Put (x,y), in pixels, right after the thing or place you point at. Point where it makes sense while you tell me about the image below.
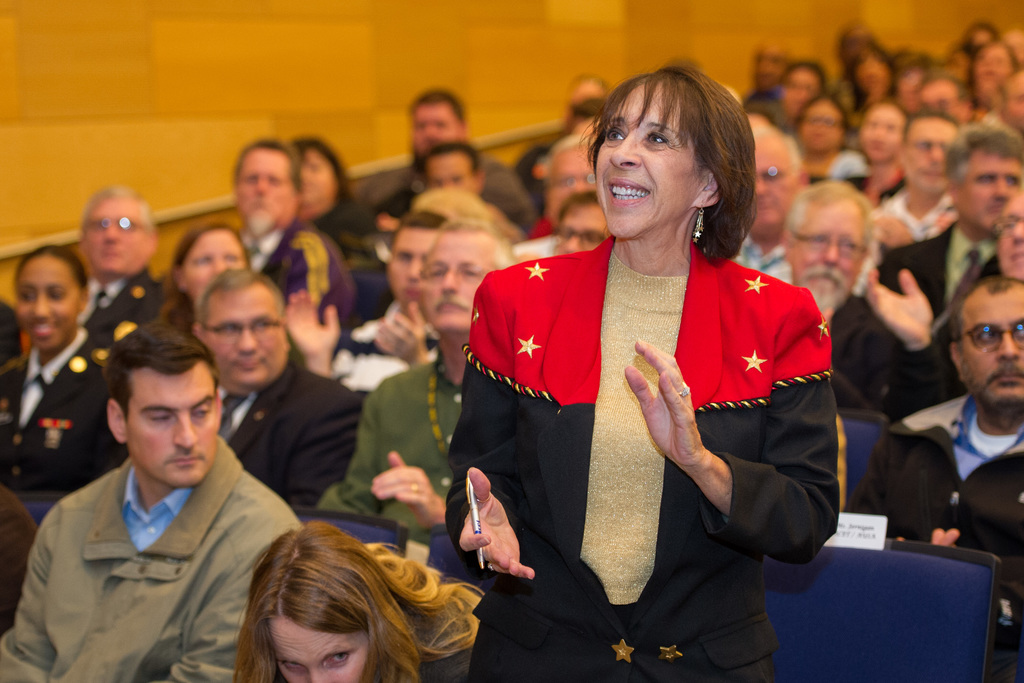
In this image I can see people (447,300) sitting on chairs (374,308) among them a woman (731,433) is standing and smiling. The woman (584,508) is holding some object (474,532) in the hand (484,542). Here I can see a wall (433,57).
